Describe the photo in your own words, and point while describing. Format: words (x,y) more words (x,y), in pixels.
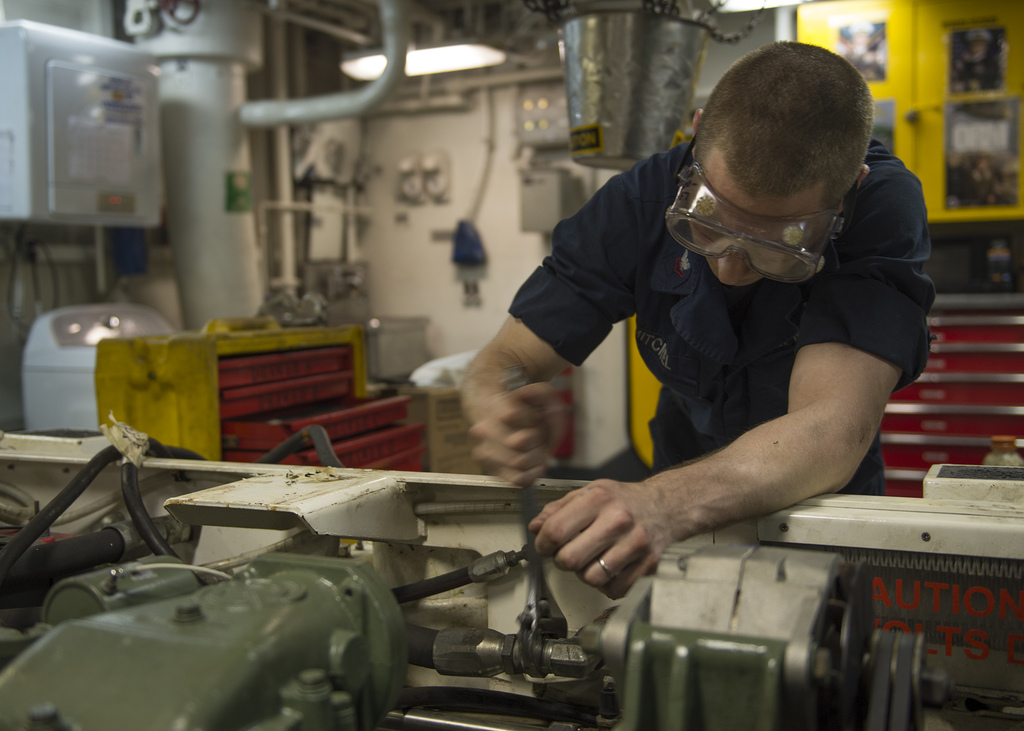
In this image there is a person (718,438) standing and repairing a machine (349,557), and at the background (1006,323) there is light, cupboard (896,123), and some machines (30,51).
